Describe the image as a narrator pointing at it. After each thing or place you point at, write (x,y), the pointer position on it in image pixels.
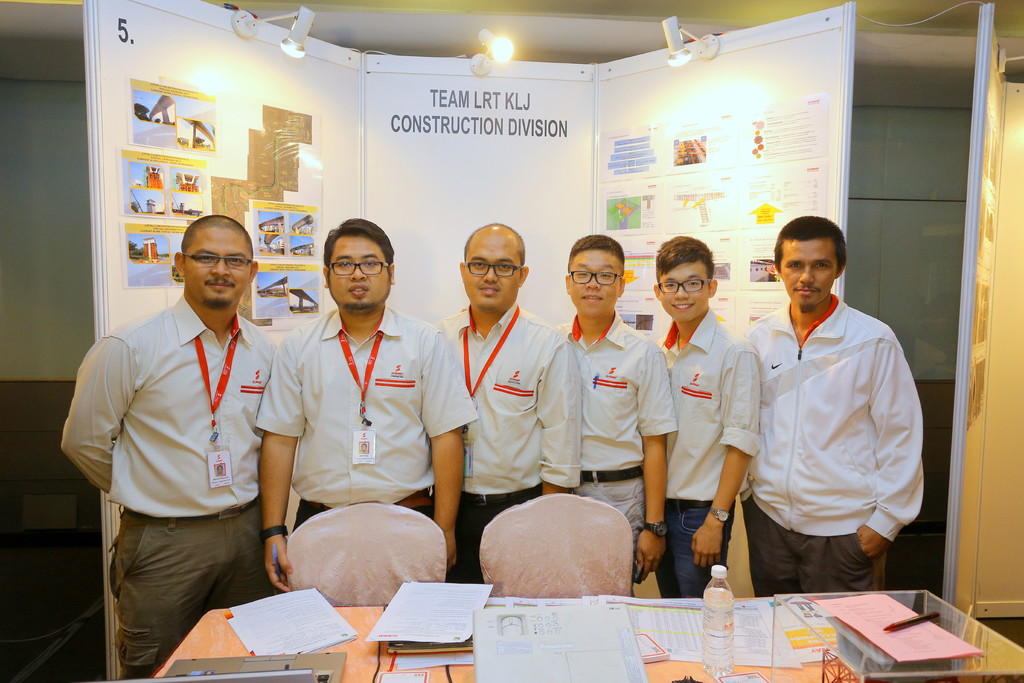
This picture is clicked inside the room (846,567). In the foreground (805,628) we can see the papers (385,639), laptop (299,659), books (451,644), pen (918,617), water bottle (715,597) and some other objects (925,606) are placed on the top of the table (231,637) and we can see the chairs (521,564) and group of persons (426,345) wearing shirts (565,406) and standing on the floor (7,592). At the top (619,25) we can see the roof (594,41) and the lights (482,63) and we can see the text (413,118) and some pictures (189,184) attached to a white color object (641,83). In the background (35,252) we can see the wall (57,227) and some other objects (962,386) and we can see the door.
